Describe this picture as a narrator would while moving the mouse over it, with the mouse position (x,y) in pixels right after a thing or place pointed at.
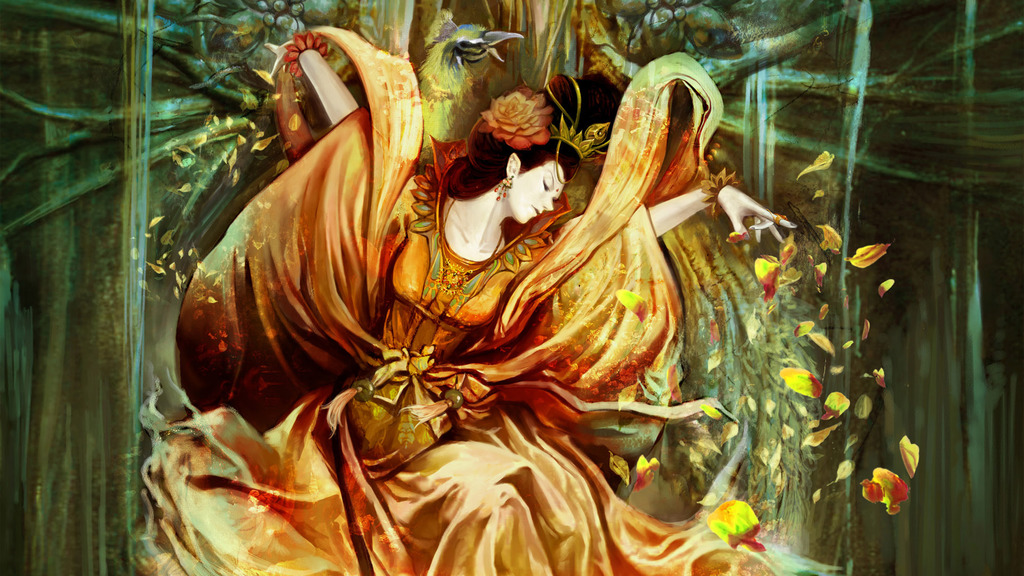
In this picture there is a drawing poster (340,320) of the women (532,366) wearing orange color dress (460,454). Behind there is a dry tree branches (797,135).
